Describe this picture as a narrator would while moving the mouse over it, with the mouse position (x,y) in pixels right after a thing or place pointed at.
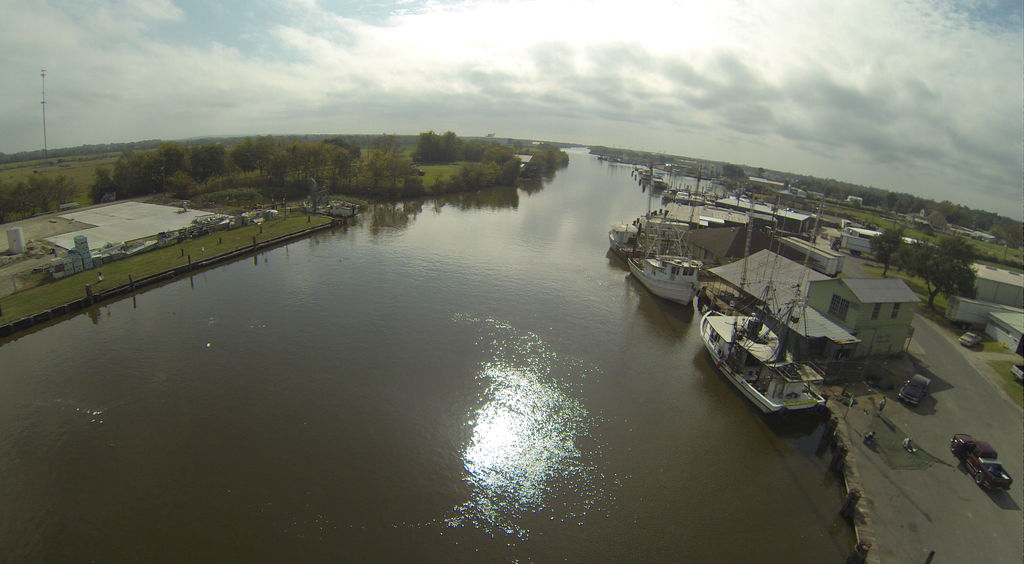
In this picture there is water (423,256) in the center of the image (372,273) and there are trees (415,190) on the right (692,164) and left side of the image (273,151), there are ships (725,186) on the water (608,191), on the right side of the image (694,275).
